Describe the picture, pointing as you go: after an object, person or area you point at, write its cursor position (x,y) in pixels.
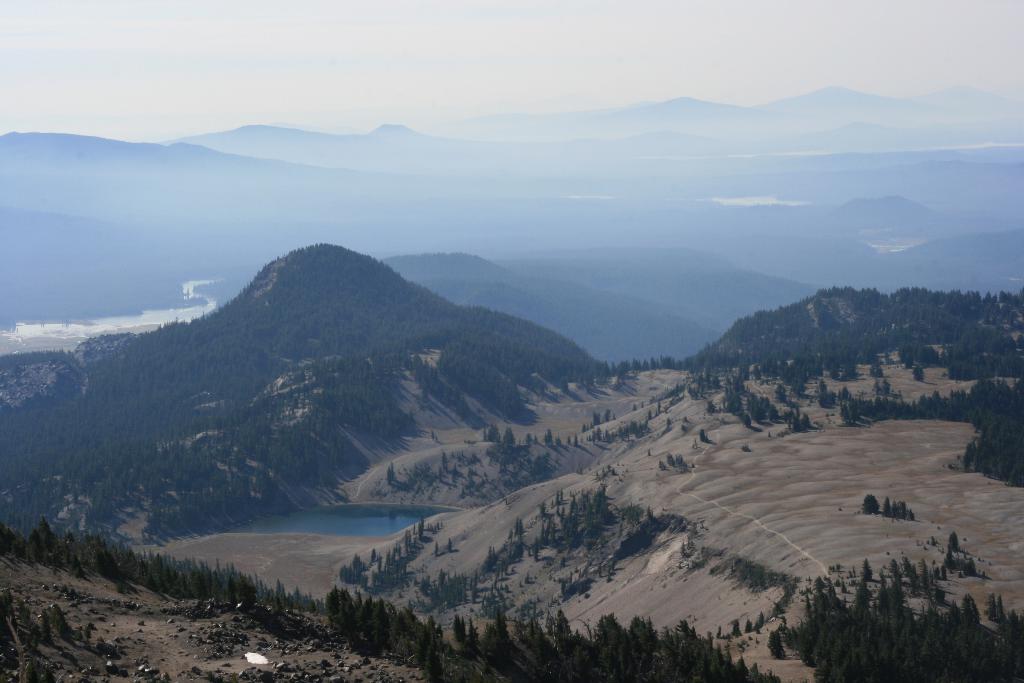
In this image we can see trees (343,589) and stones (359,679) on the ground (530,589). In the background (435,438) we can see trees (269,484), hills (363,495), water (391,510), mountains (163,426) and clouds (495,107) in the sky (327,72).
